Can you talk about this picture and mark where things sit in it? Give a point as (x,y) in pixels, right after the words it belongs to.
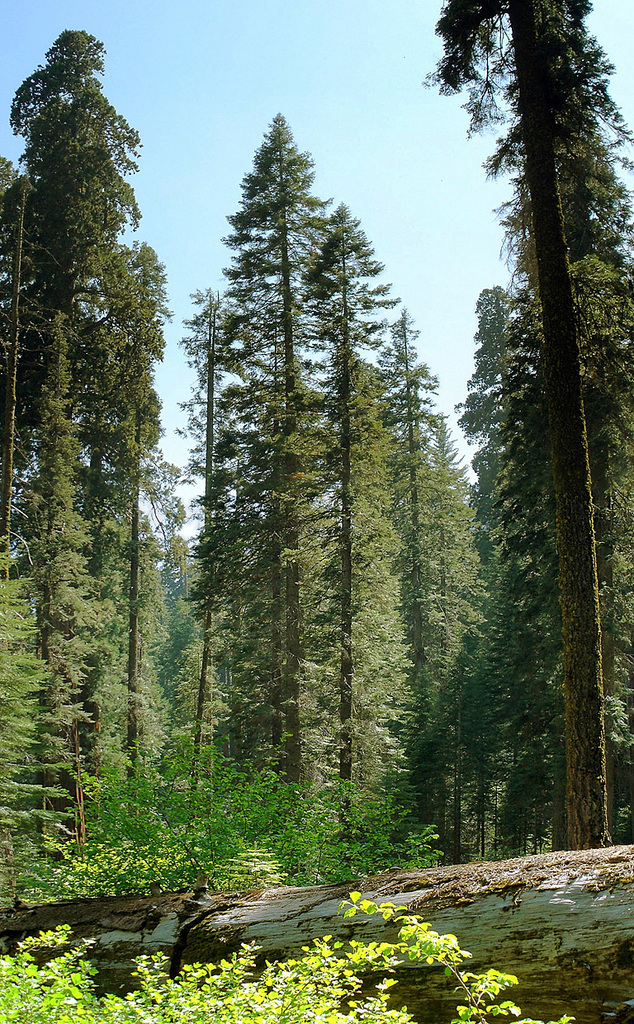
In this picture, we can see trees (563,304), plants (162,1016), fallen log (374,896) on the ground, and we can see the sky (324,152).
